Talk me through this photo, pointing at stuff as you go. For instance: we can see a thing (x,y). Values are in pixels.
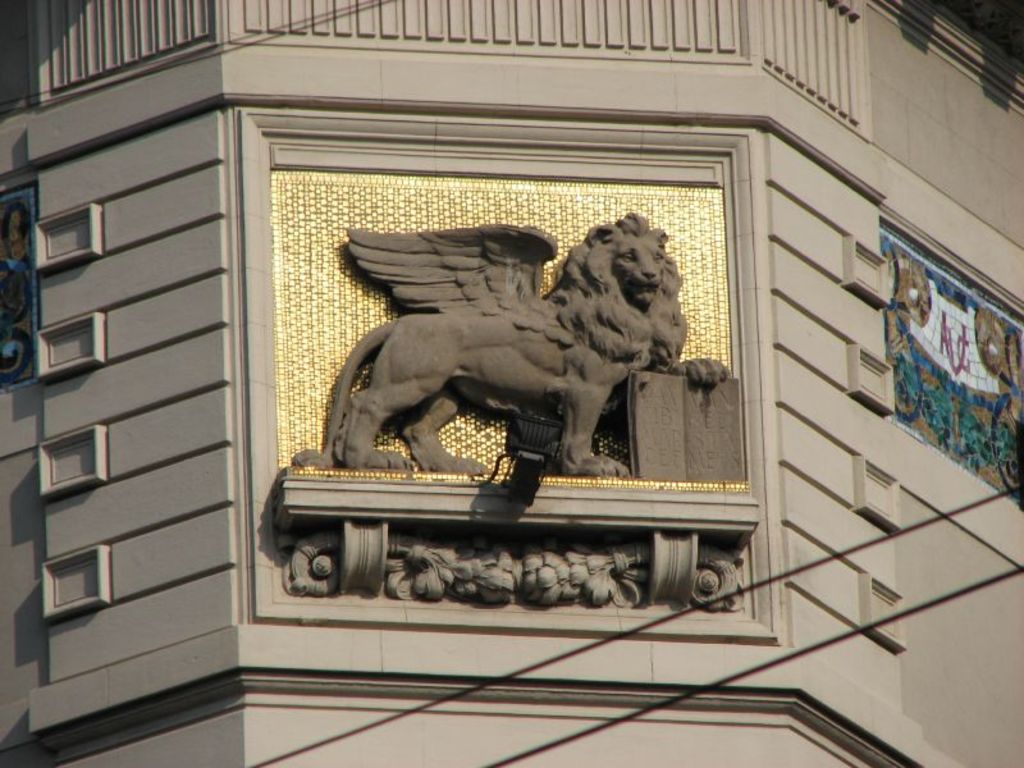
In the center of the image (493,339) we can see a carving (457,382) to the wall (944,747). In the background of the image (294,423) we can see the painting (942,421) and wall (646,121).
